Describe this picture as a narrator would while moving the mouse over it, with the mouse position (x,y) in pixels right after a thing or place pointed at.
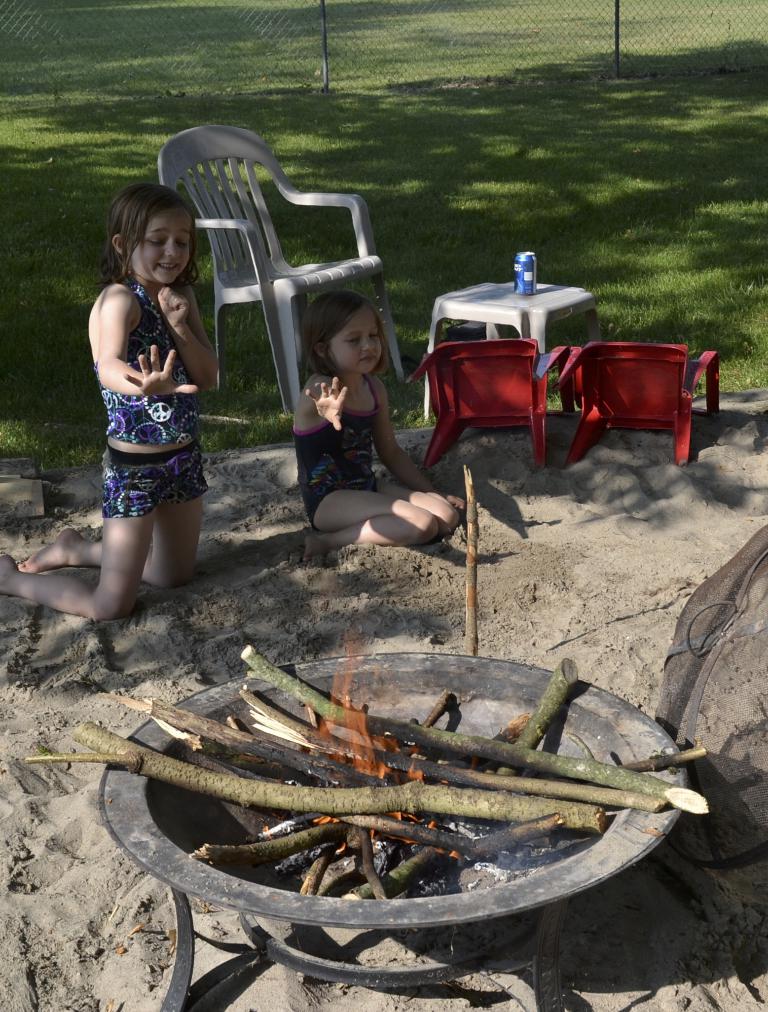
In this image we can see campfire (312,754), children (187,503) sitting on the sand (397,555), chairs (289,265), beverage can (522,268), mesh (455,85) and ground (488,148).
